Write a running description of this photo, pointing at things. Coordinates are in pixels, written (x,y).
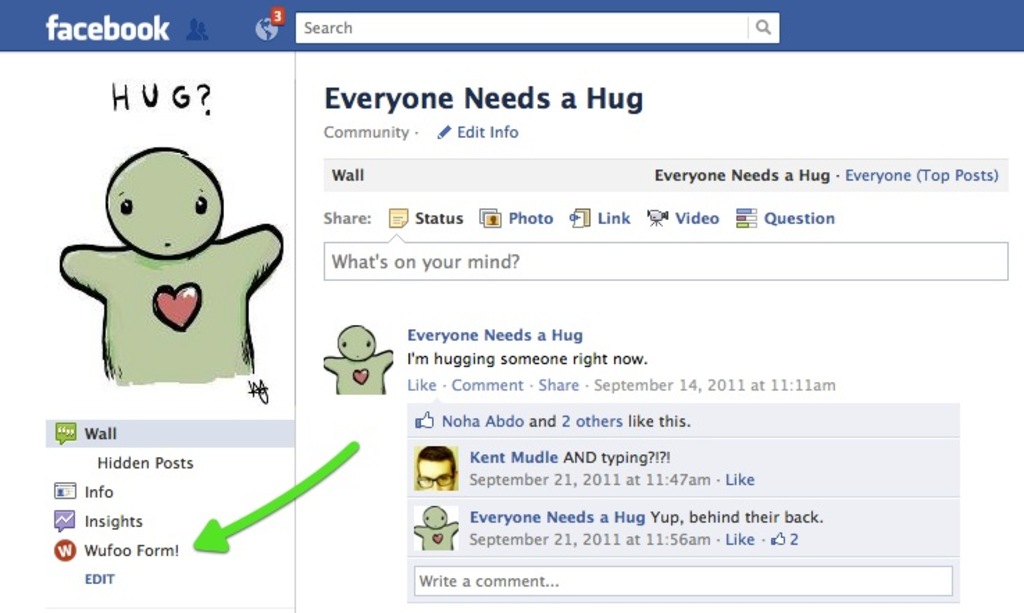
Here there is a Facebook page (606,344), here there is a person (447,480) wearing glass (444,481), this is heart (187,329).
